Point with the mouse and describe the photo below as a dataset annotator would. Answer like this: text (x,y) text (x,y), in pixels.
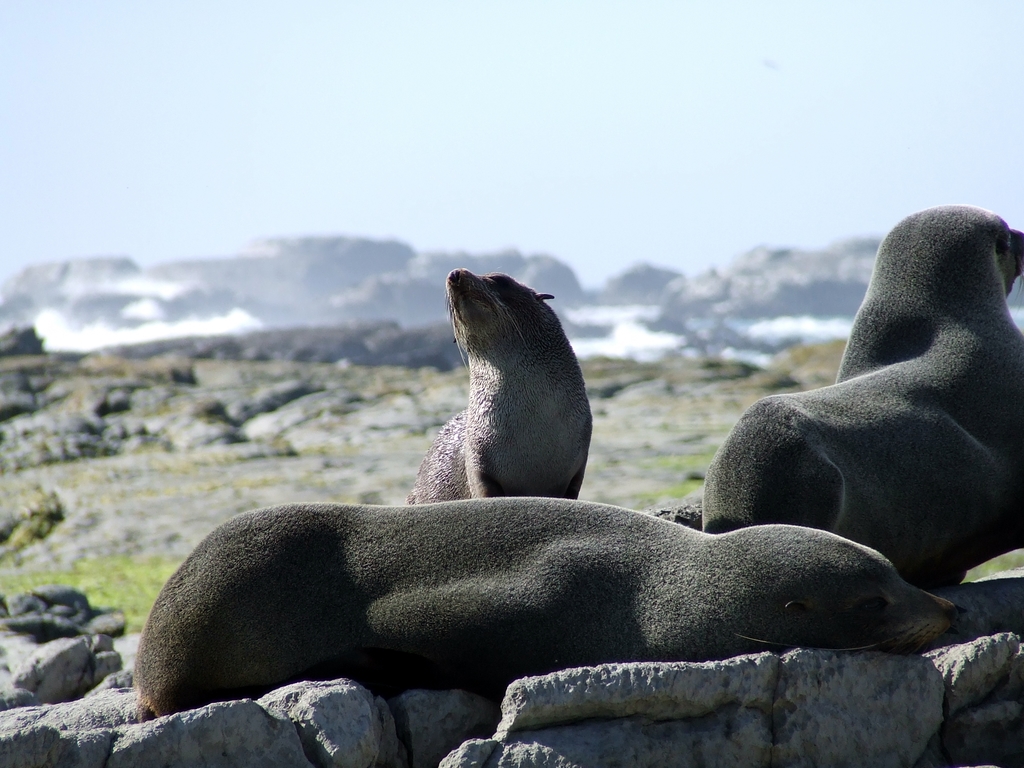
In this image there are animals (327,598) on the rocks (459,693), there is an animal (938,265) truncated towards the right of the image (935,234), there are rocks (709,712) truncated towards the bottom of the image (898,744), there is a mountain (364,273) truncated towards the left of the image (26,316), there is a mountain (827,268) truncated towards the right of the image (782,286), there is the sky (570,98) truncated towards the top of the image (461,102), there is the grass (104,572).
